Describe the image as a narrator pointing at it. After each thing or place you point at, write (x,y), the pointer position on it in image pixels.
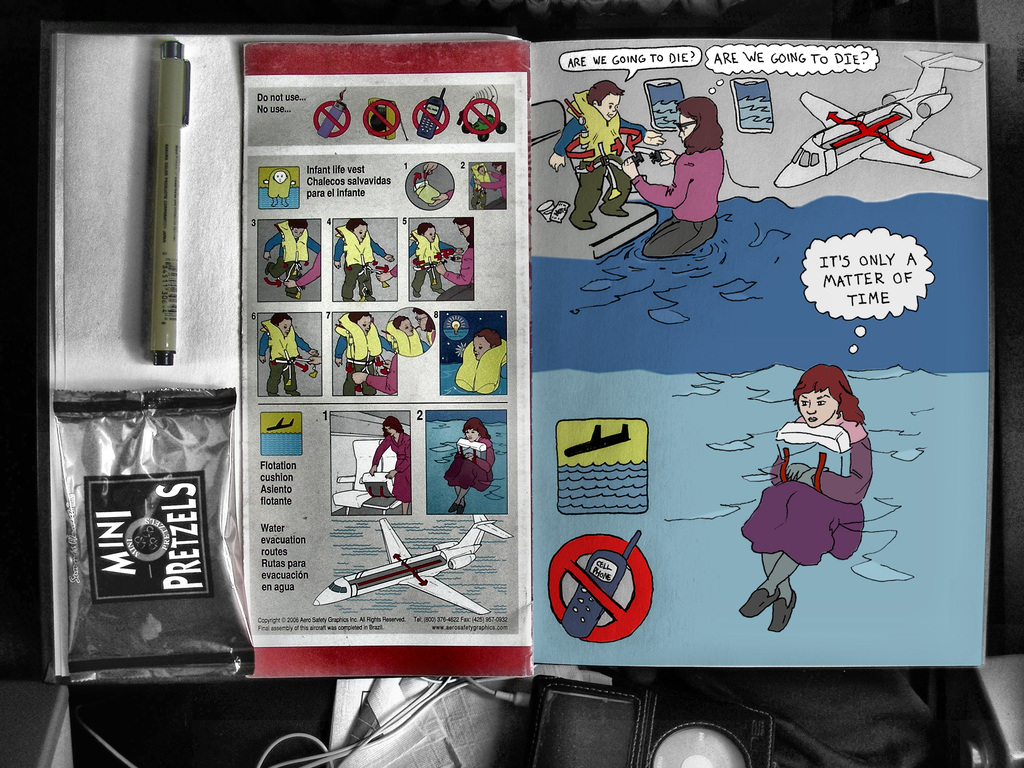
In this image we can see some texts (282,524), drawings (638,182), and planes (825,125) on the paper (482,246) and also I can see a pen (177,82).
